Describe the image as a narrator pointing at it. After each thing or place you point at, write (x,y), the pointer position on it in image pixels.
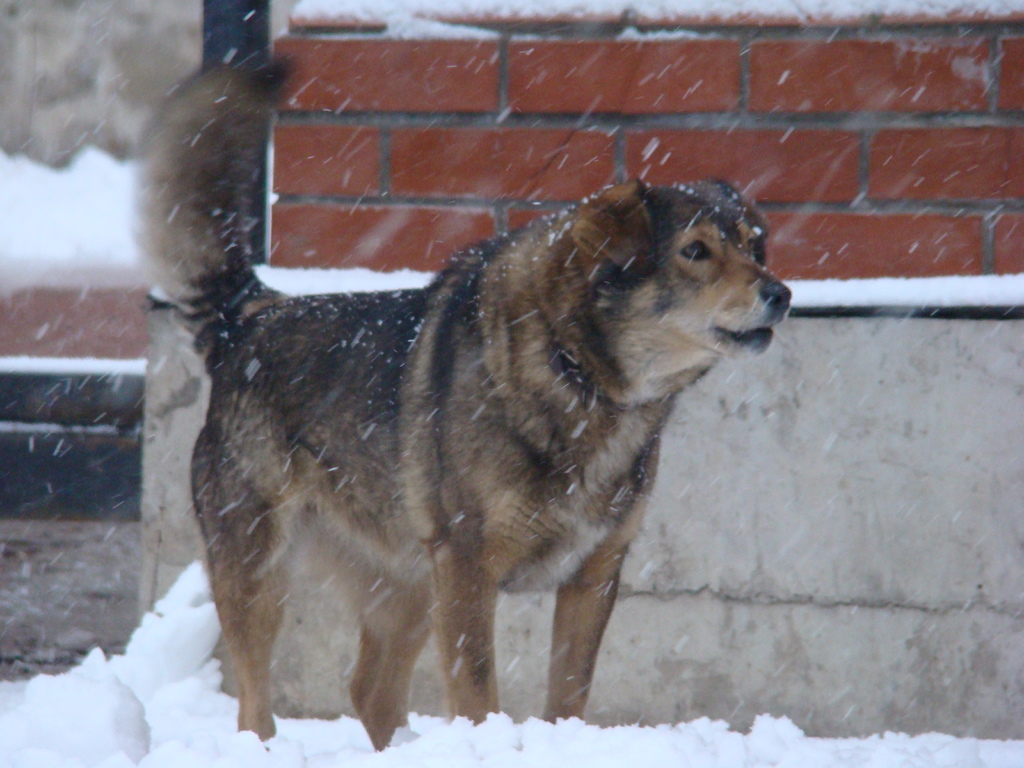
In the foreground of this image (641,457), there is a dog (483,474) standing on snow (544,728). In the background (378,162), there is a wall (409,135).
